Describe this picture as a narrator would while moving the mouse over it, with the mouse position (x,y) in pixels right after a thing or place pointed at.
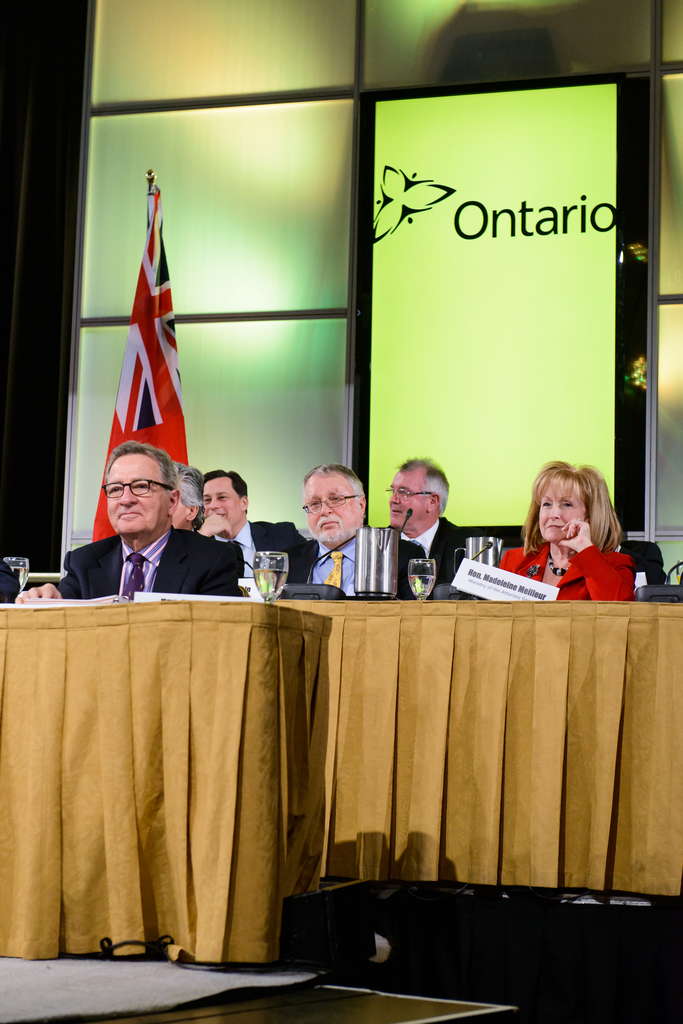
In this image there are few delegates (312,507) sitting in front of the tables (443,632). On the tables (179,628) there are glasses (425,566), jugs (375,553) and boards (476,570). In the background (381,148) there is a hoarding (397,158). At the bottom (397,687) there are curtains (409,798).
